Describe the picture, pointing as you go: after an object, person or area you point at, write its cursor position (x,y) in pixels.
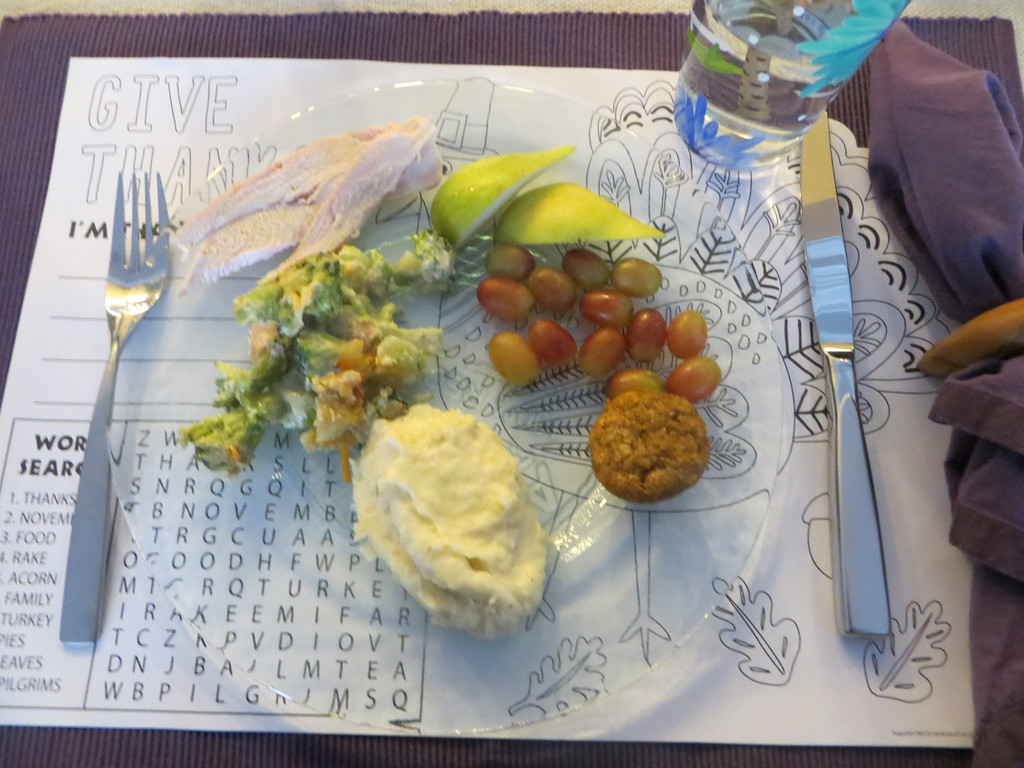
In this image we can see a white color paper (466,355). In the paper (471,325), we can see the food (397,460). We have fork (118,349) on the left side (121,268) and the knife (832,353) on the right side (830,367). Under the paper (482,150), we have purple color cloth (17,267) and also right side (914,120) we have purple cloth (1015,290).
